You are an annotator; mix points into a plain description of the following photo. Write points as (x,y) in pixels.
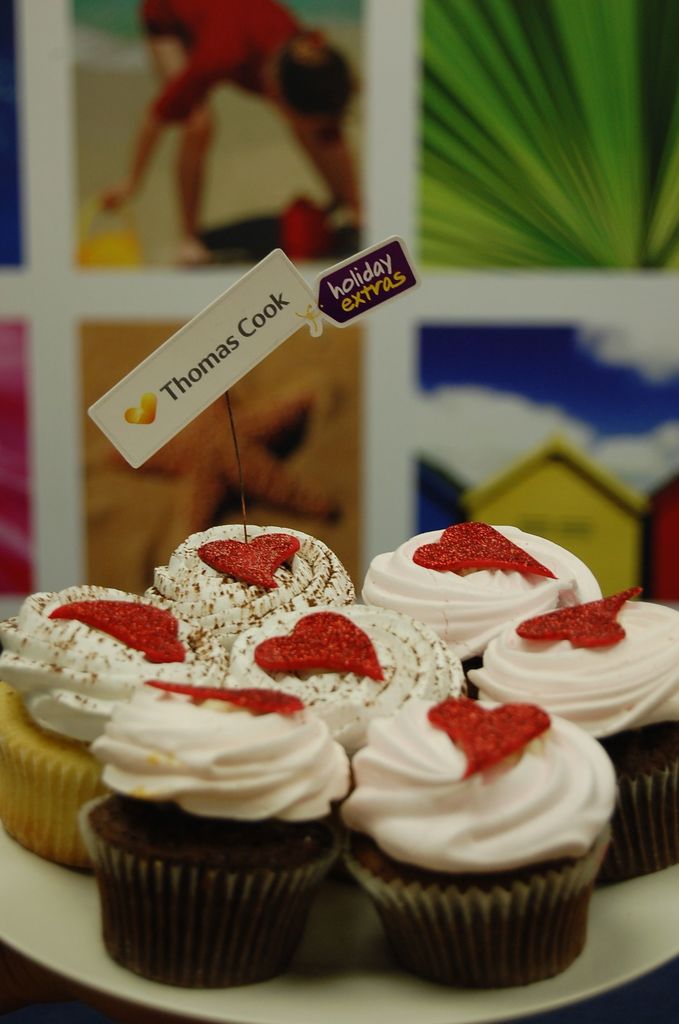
In this image I can see some cupcakes (259,756) in the plate (328,950). In the background (162,274), I can see some images (321,410).
